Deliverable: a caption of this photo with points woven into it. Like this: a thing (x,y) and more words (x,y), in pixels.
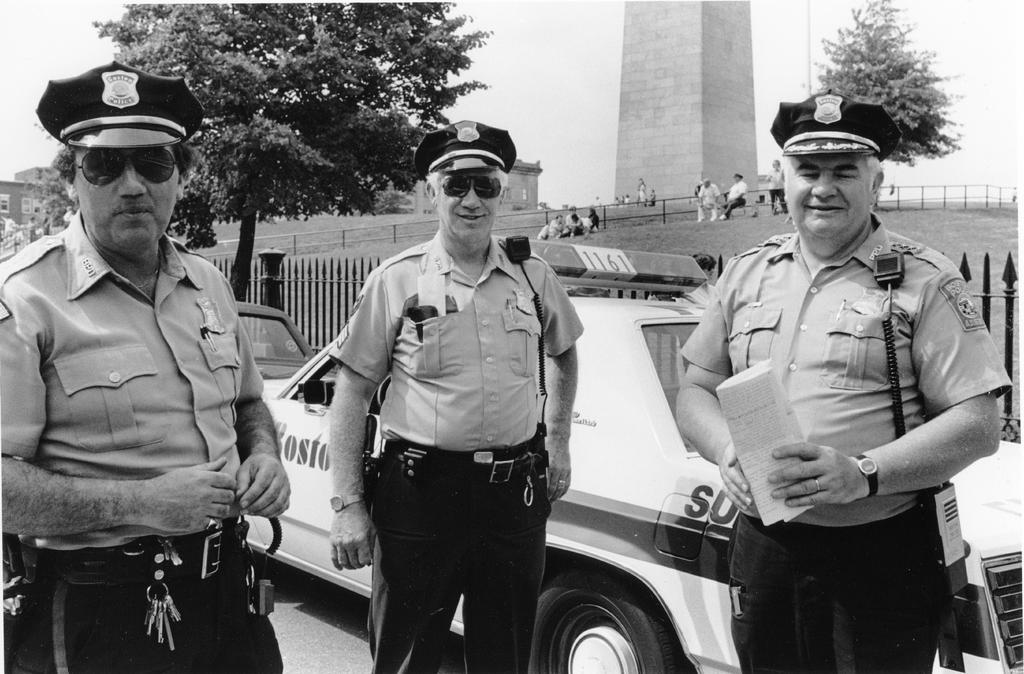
In this image I can see there are three men (500,367) standing, they are wearing police uniforms (793,372) and there are two cars (297,387) behind them, there are a few people (740,188) sitting on the bench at right side (726,191) and there are few trees (272,188) and there is a monument (723,78) and the sky (555,31) is clear.
